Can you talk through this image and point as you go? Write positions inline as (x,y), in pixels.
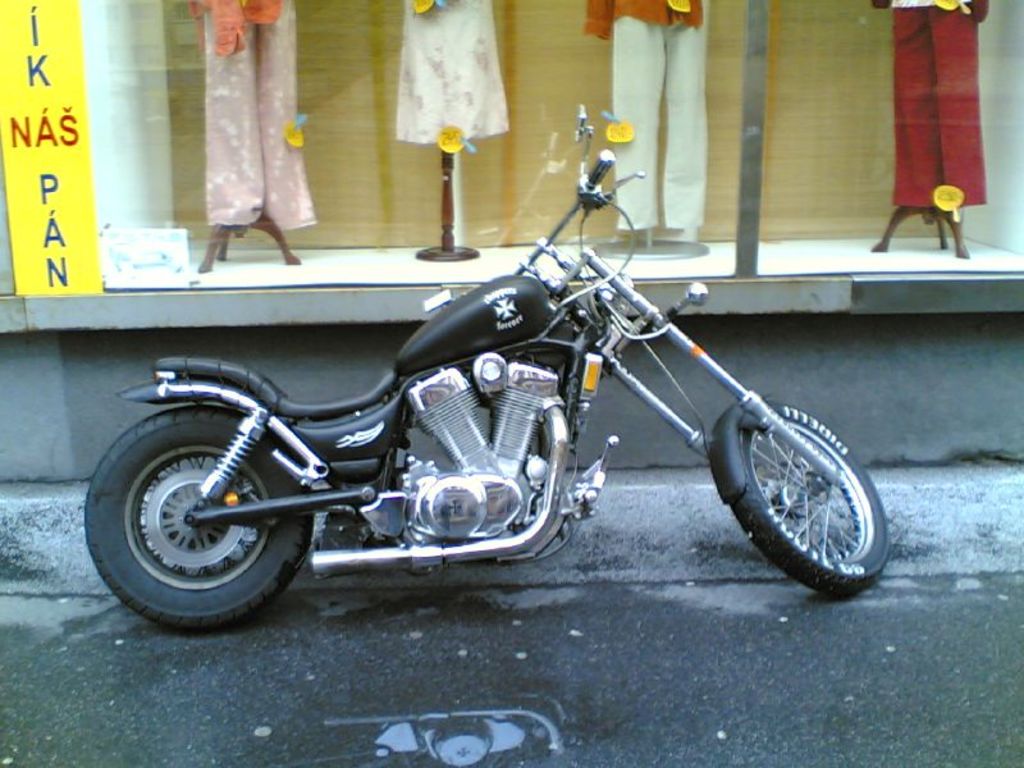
In this image we can see a motor vehicle (453,369) on the ground (575,561). On the backside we can see the mannequins (423,115) with dresses (418,134) placed on the stands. We can also see a board (85,273) with some text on it. On the bottom of the image (450,585) we can see some water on the ground (662,565).
